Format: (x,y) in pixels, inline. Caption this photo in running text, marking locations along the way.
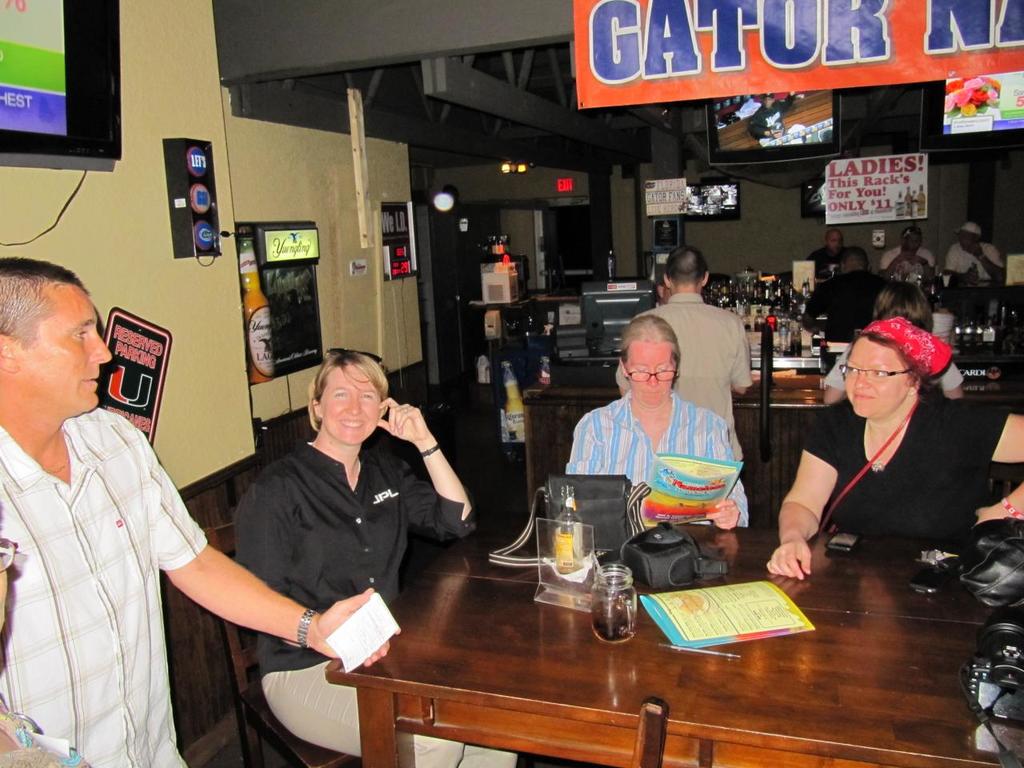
An indoor picture. Televisions (970,112) on wall (162,76). Persons (361,427) are sitting on chair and few persons (830,322) are standing. In-front of them there are tables (648,645), on this table (730,674) there are bags (634,567), jar (602,614), camera (992,659), mobile (850,540), keys (929,558) and card (680,615). This man (32,298) is holding a paper (372,645). The woman (333,561) in black shirt (333,515) is smiling. Far there is a poster (904,180) in-between of this televisions (924,127). In-front of this television (945,106) there is a banner (915,44). Far there is a table (784,327), this table (783,360) is filled with bottles (774,322).
